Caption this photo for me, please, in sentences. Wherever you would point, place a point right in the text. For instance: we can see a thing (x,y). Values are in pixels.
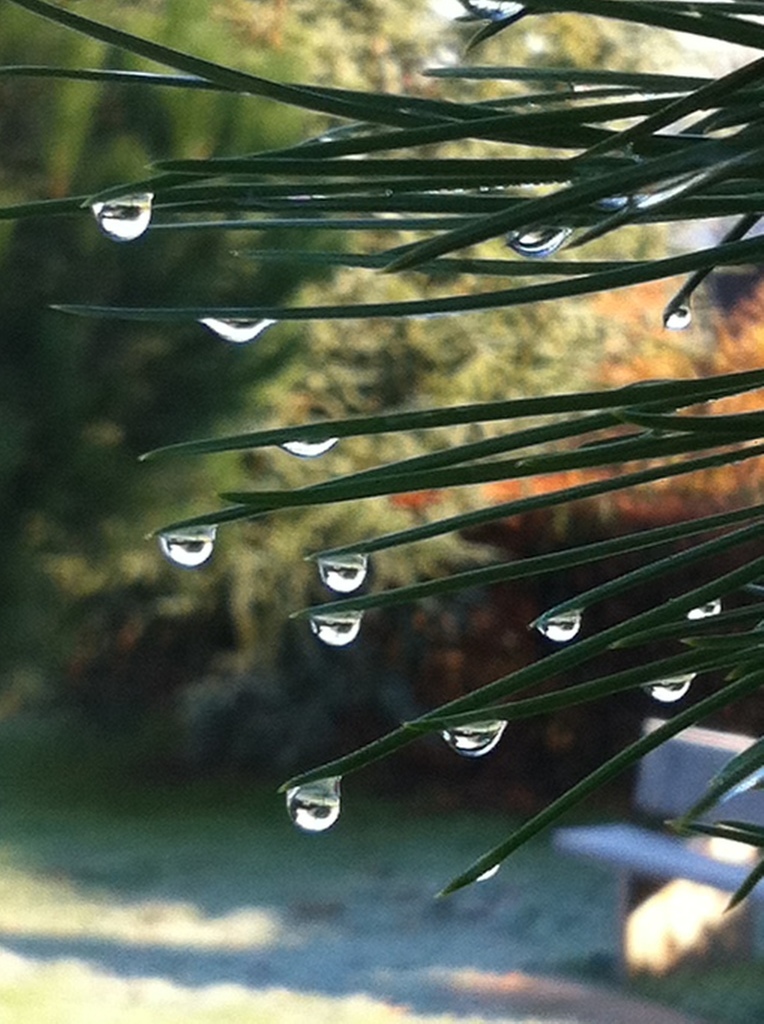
In this image we can see some water drops (561,636) on the tip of the leaves (650,407). On the backside (645,878) we can see some grass (580,822), a bench (597,831) and some trees (430,441).
